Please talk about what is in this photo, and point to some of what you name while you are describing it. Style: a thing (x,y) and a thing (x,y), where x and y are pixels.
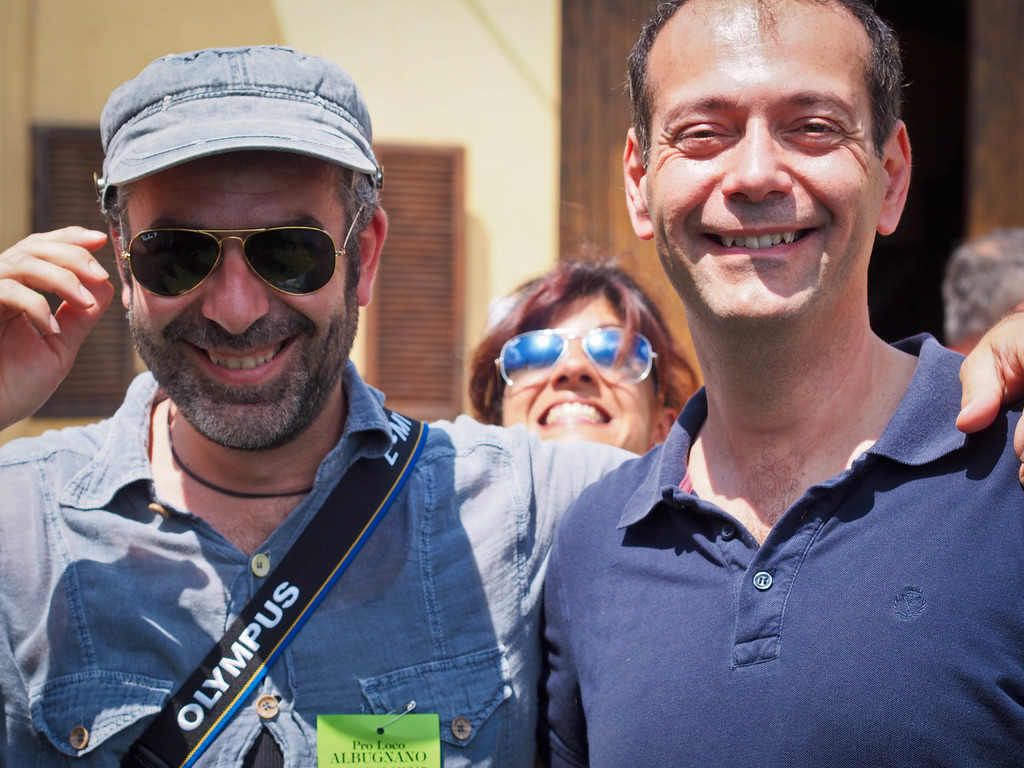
In this picture there are three persons (534,573) standing and smiling. At the back (401,190) there is a building (401,190) and there is a person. On the left side of the image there are window blinds (422,346).
